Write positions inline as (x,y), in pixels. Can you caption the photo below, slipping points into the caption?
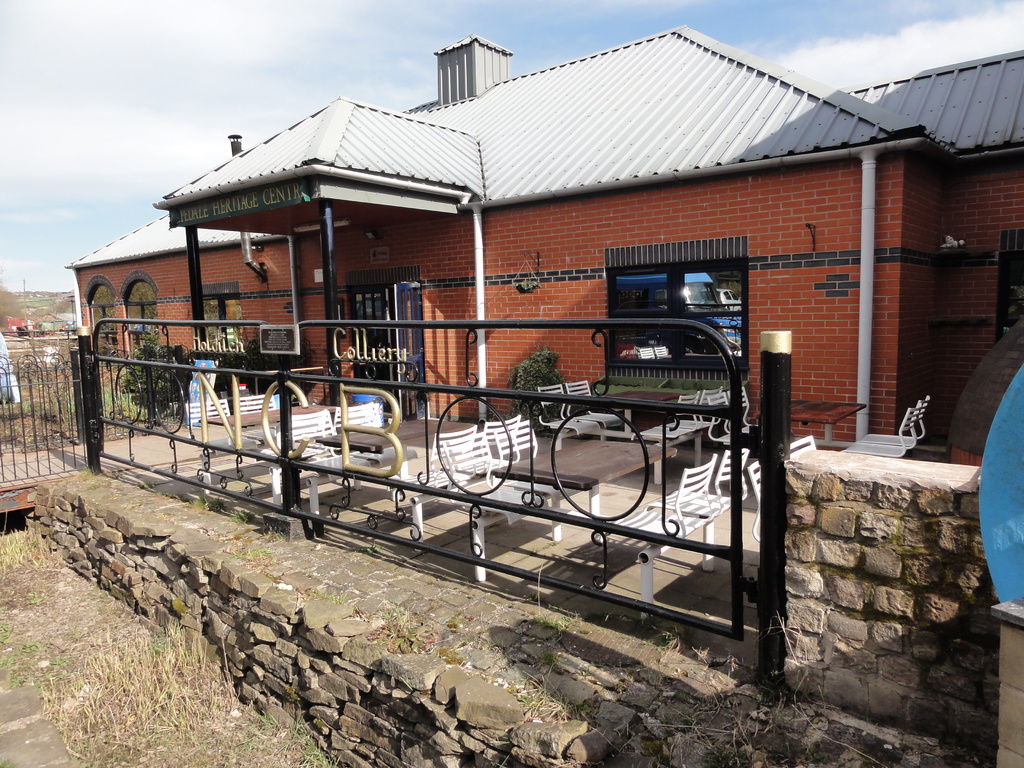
In this picture I can observe a building (452,262). It is looking like a restaurant (545,272). In front of the building (250,296) there is a black color railing (75,359). In the background (118,39) I can observe sky (338,32).
